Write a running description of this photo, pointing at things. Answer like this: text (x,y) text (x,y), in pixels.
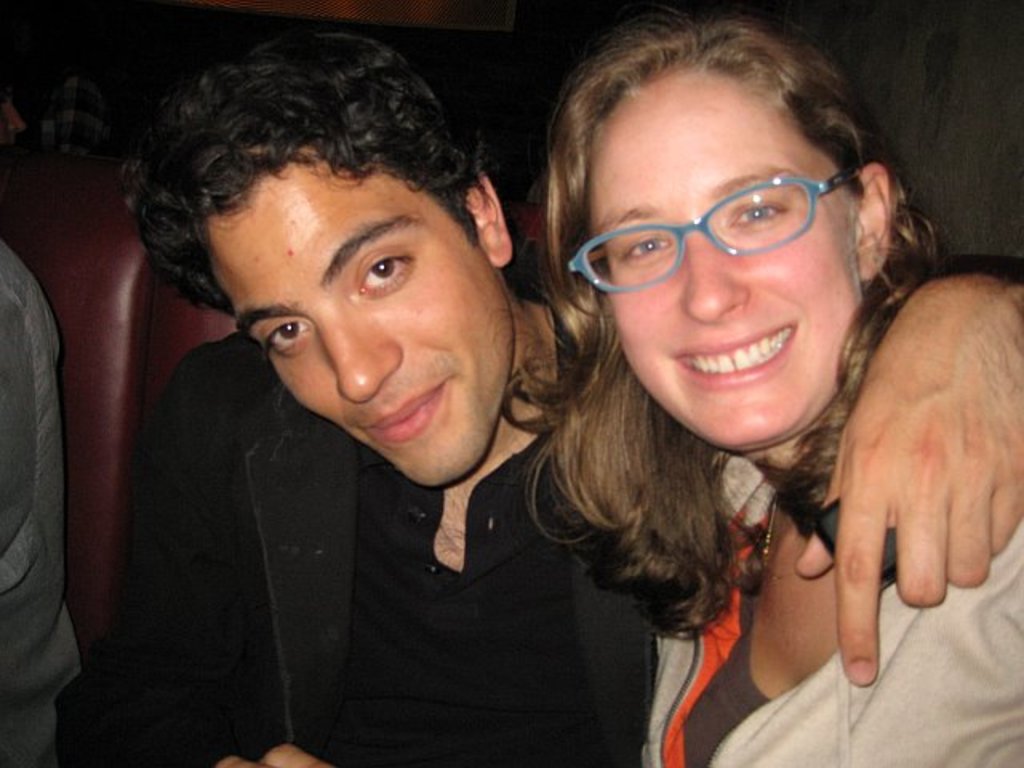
In this image I can see two persons (530,462) sitting. There are chairs (106,194) and the background (153,49) is dark.
